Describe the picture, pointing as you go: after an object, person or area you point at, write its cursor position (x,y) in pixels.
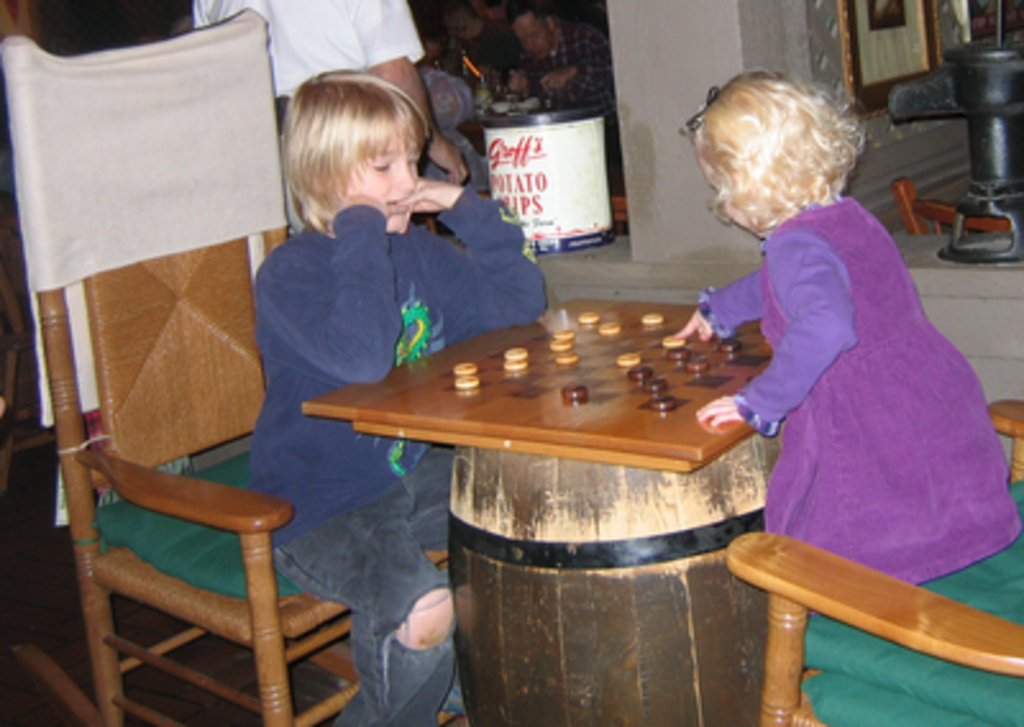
In this image i can see two children (914,342) playing a game at the back ground (405,18) i can see a man (373,19) standing, a bin (578,143) and a wall (670,94).
